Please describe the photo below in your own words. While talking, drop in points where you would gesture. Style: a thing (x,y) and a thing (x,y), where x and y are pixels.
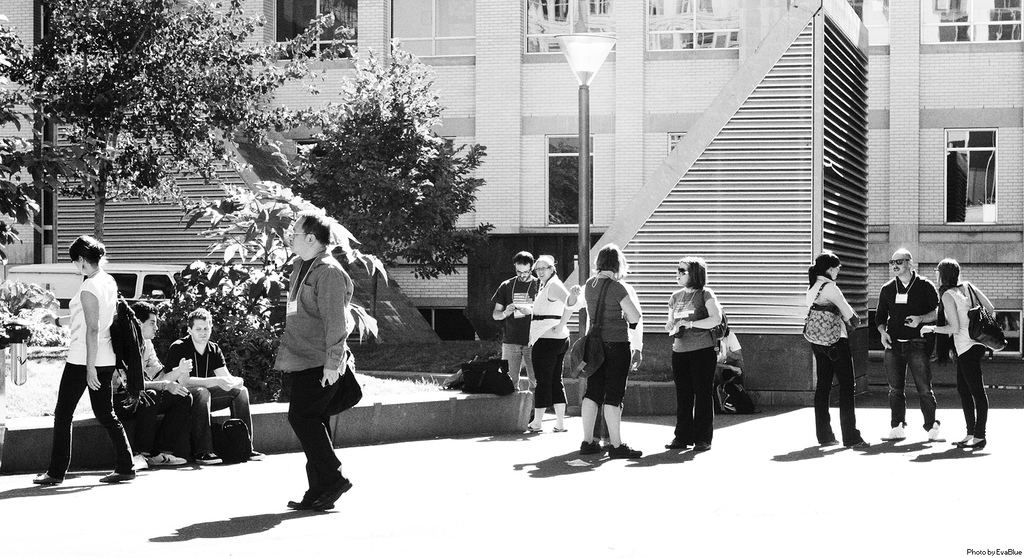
This is a black and white picture, in this image we can see a building (174,221), there are some trees (232,280), windows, people (196,363), shutters (854,152) and bags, also we can see a pole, light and a vehicle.
